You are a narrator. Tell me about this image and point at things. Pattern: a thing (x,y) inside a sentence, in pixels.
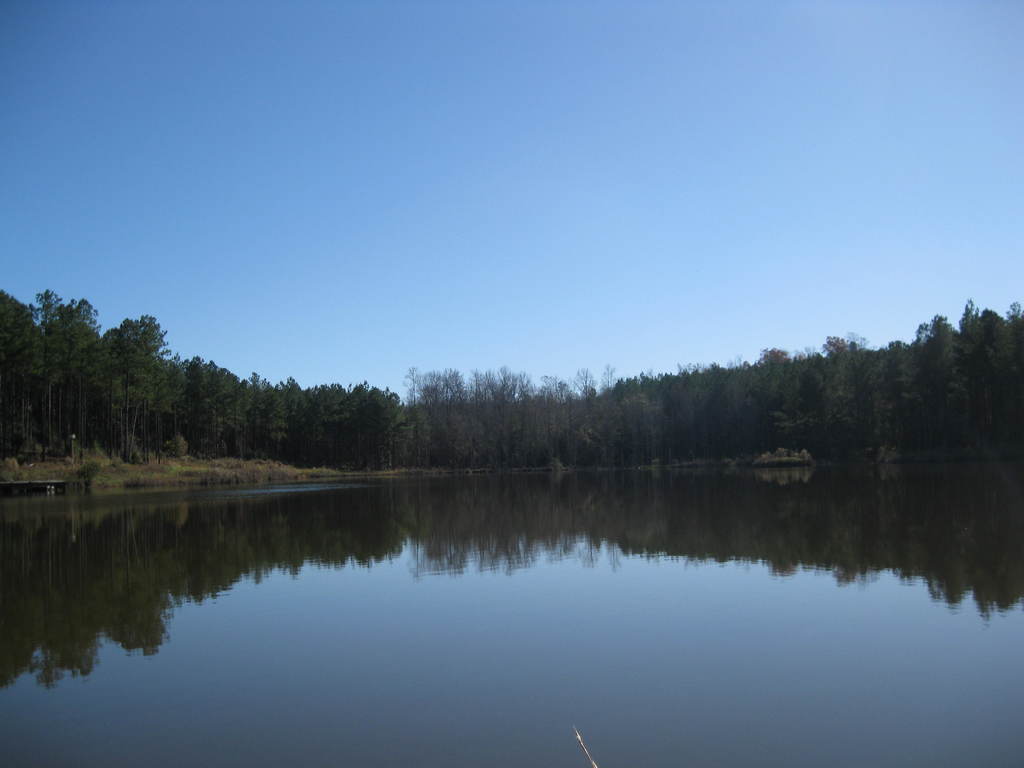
In this image at front (608,599) there is water (482,555). At the background (255,410) there are trees (594,397) and at the top (557,231) there is sky (513,192).
